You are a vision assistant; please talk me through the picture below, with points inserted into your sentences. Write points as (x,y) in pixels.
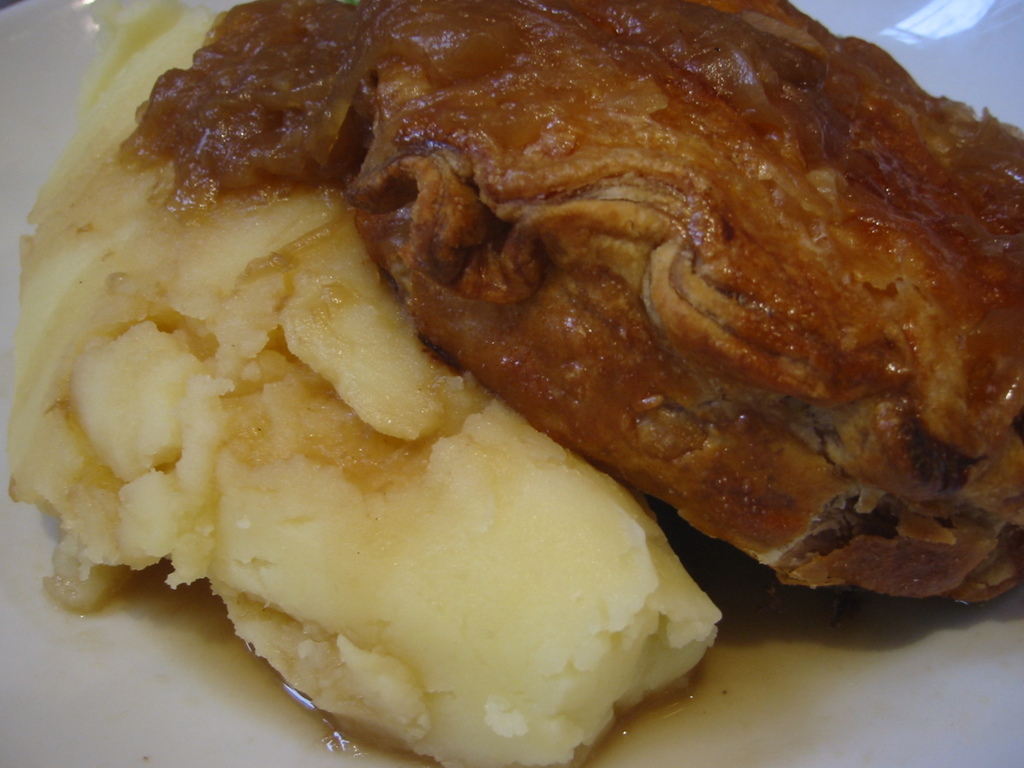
In this picture we can observe some food (290,187) placed in the white color plate (22,139). This food (600,218) is in brown and cream color.
